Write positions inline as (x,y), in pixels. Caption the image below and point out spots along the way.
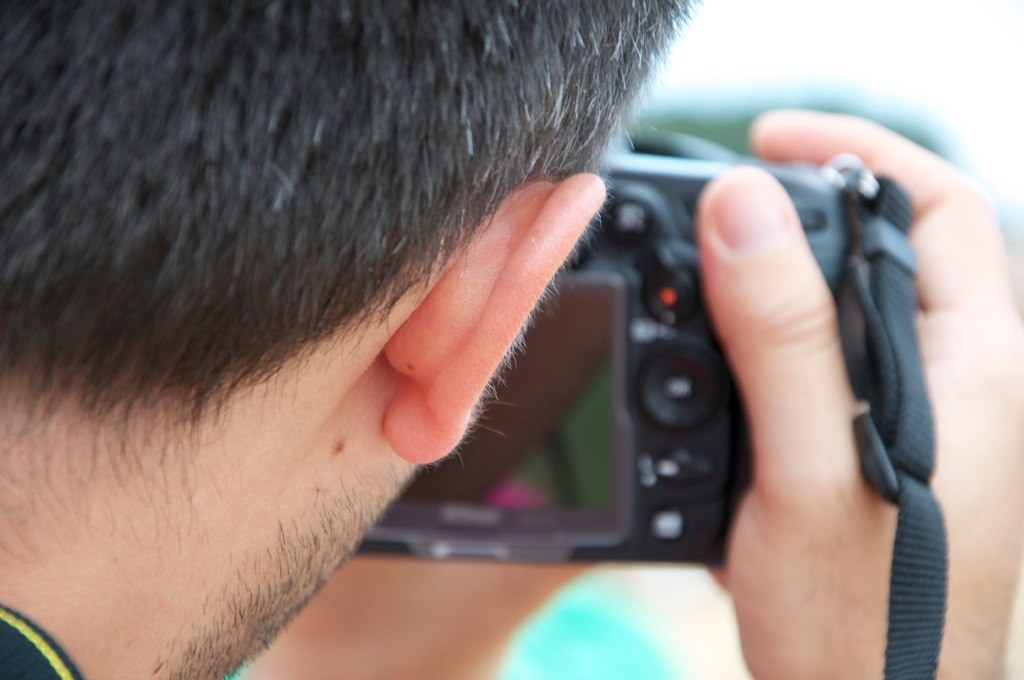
This picture shows a man (339,396) clicking a picture, holding a camera (577,352) in his hands (750,337).
